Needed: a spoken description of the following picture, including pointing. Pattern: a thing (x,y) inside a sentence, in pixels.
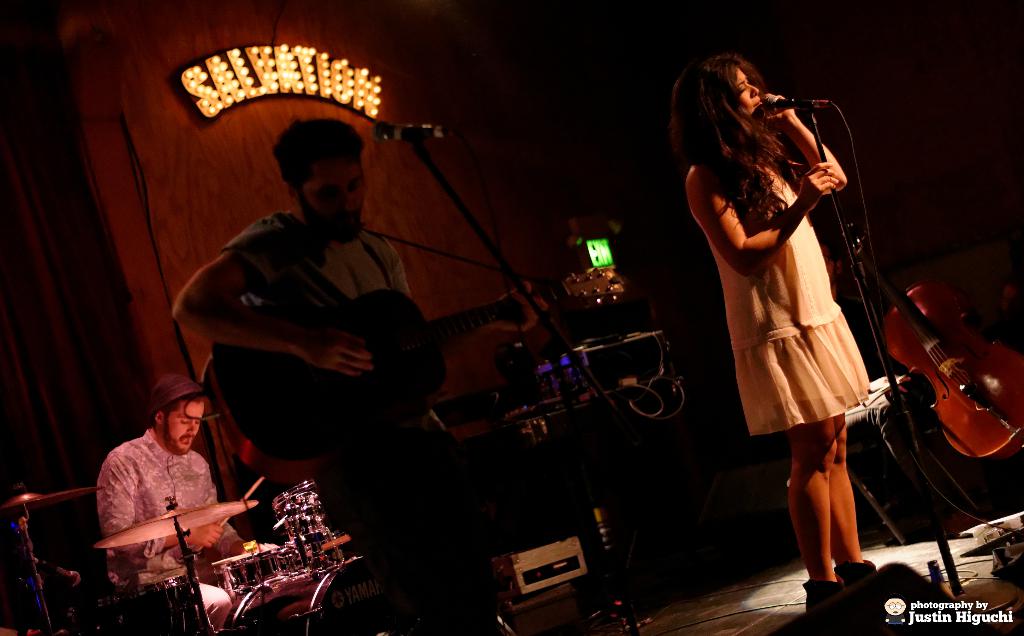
In this image on the right (738,185) there is a woman (820,317) she wear white dress (798,342) she is singing. In the middle (426,339) there is a man (363,354) he is playing guitar (395,354). On the left (161,480) there is a man (203,499) he is playing drums (253,552). This is a stage performance.
